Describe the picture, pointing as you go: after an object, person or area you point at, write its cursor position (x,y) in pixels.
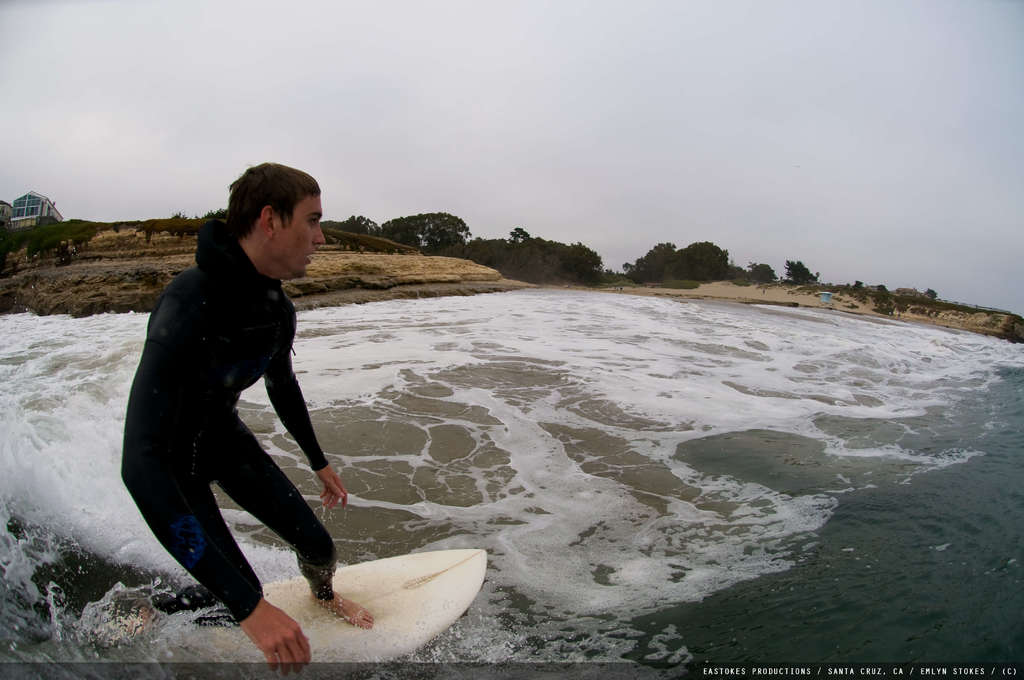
In this picture there is a person (321,560) surfing on the water (515,578). On the left side of the image (14,209) there is a building (34,205) and at the back (528,276) there are trees (706,277). At the top (637,100) there is sky (582,53). At the bottom (668,536) there is water (601,408). In the bottom right (748,666) there is a text (863,669).
